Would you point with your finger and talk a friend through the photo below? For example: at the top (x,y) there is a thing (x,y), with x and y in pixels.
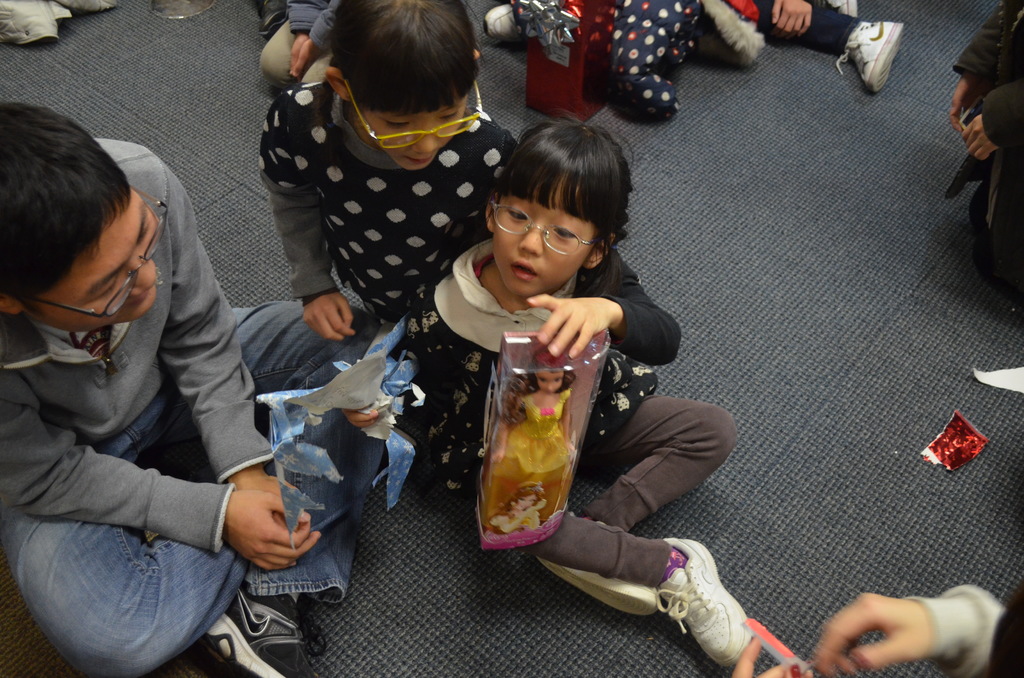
In the foreground of this image (658,329), there is a girl (604,456) holding a box (568,459) in which there is a toy (554,436) and also holding few papers (359,383) in another hand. Beside her, there is a girl (379,261) and a boy (173,429) sitting. At the top (671,20) and bottom, there are people (874,655) and a gift box (563,61) at the top (575,79).
